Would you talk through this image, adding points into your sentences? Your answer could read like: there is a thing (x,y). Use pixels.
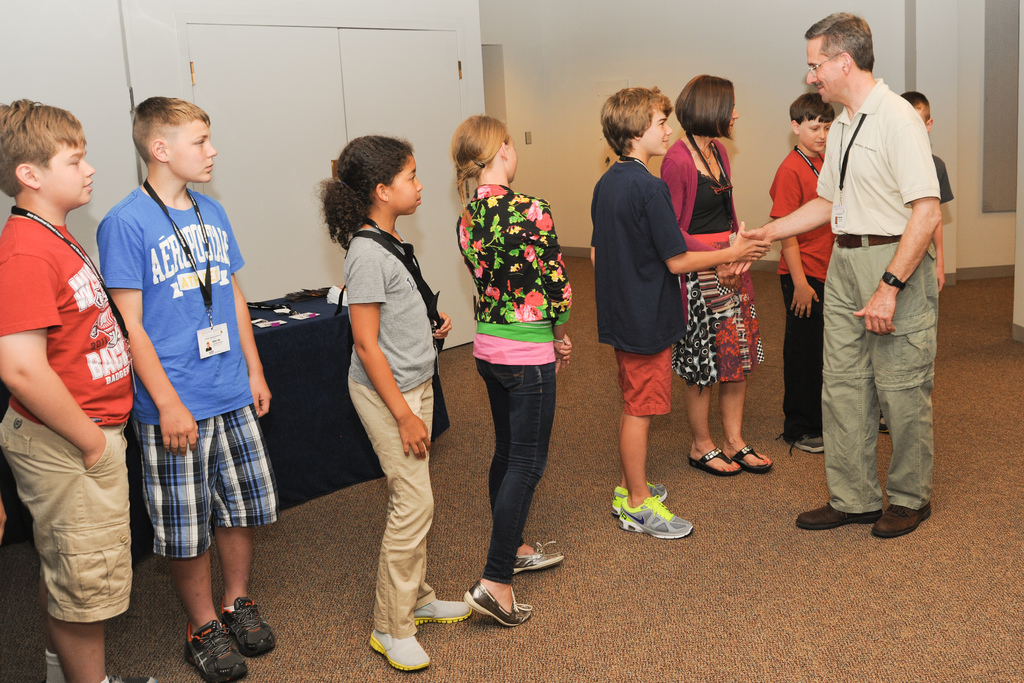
In this image, we can see a group of people (54,552) are standing on the floor (748,598). Here we can see two people (798,219) are smiling and shaking hands (748,246) with each other. Background (291,367) we can see few things (309,296) are placed on the cloth (307,331). Here there is a wall (614,42), doors (413,97).
